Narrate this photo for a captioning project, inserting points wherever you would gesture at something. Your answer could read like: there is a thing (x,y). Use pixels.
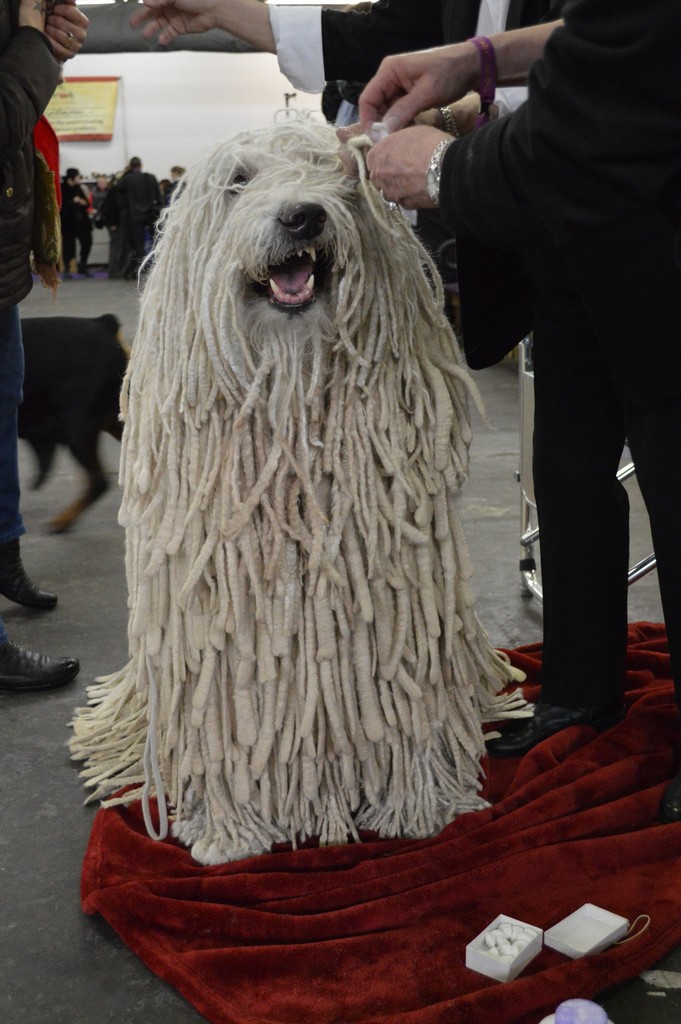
In the middle of this image (311,464), there is a dog (301,257). On the right side (616,190), there is a person (668,36), holding hair (363,164) of this dog (360,257). Beside this person (346,156), there is another person (667,413) standing on a red colored cloth (587,839), on which there is a box (466,948). On the left side (73,14), there is a person (13,580) standing. In the background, there are other persons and there is a banner (62,97) on a white colored surface (96,69).
